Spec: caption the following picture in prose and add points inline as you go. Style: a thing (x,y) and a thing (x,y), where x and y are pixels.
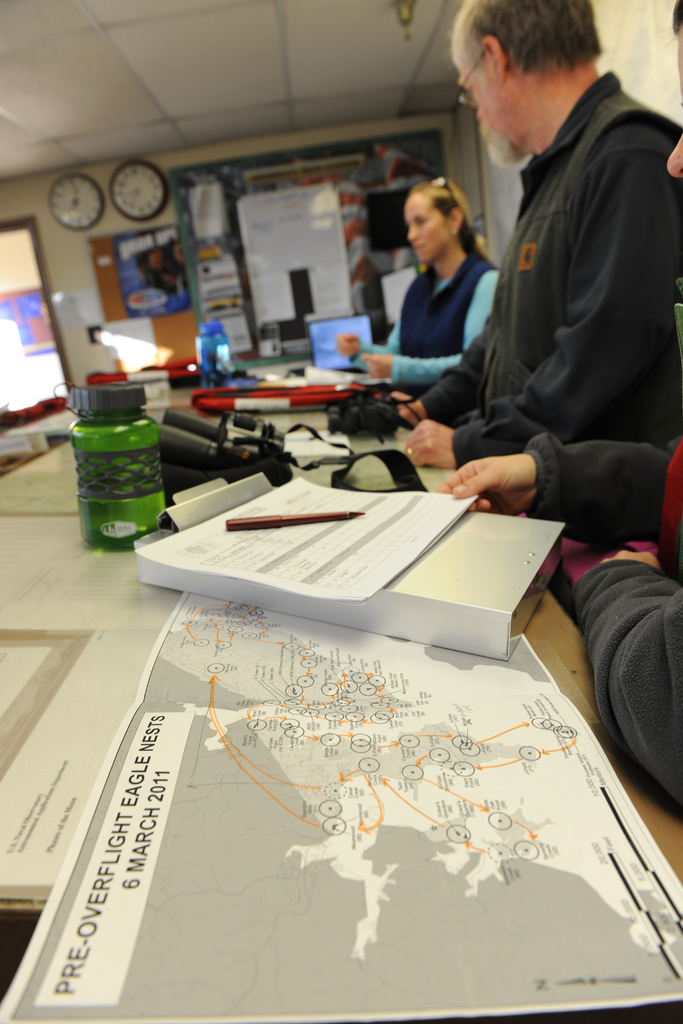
In this image there are three persons (484,372) on the right side (555,273). In the center (228,629) on the table (101,551) there is a map chart (300,787), book (319,569), pen (292,522), bottle (149,454). In the background (128,197) there are two clocks (98,209) on the wall (87,285), building (31,291) outside the door (24,300), and wall (83,288).
